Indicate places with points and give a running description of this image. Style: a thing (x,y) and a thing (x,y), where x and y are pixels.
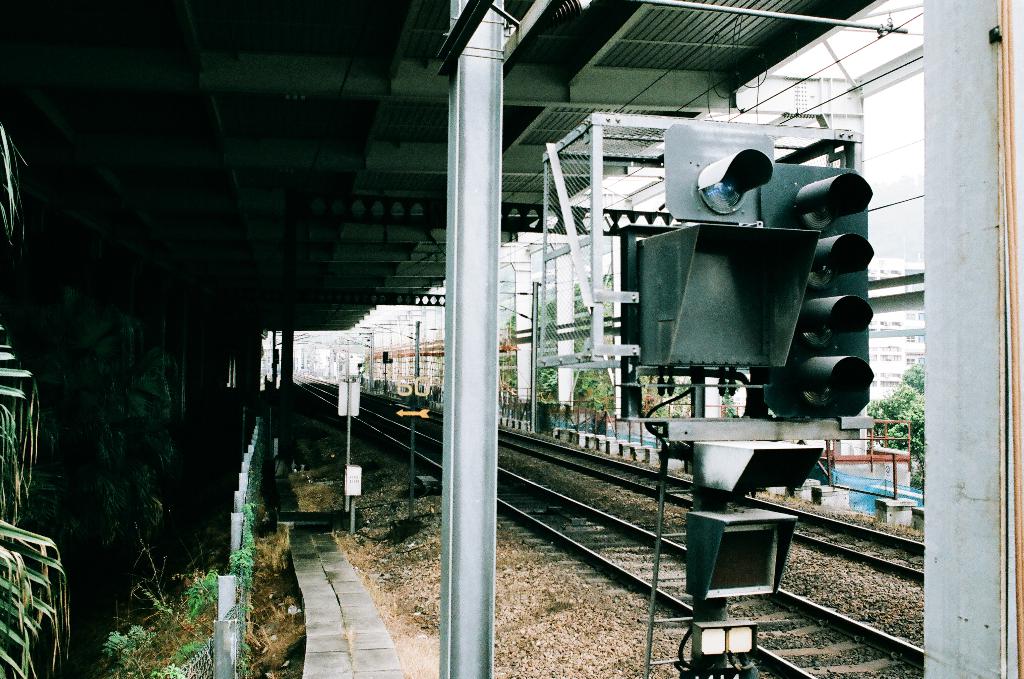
In this image we can see the track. We can also see some stones (523,613), the boards (353,480) to the poles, the traffic signal (717,509), some poles (720,509), the metal fence (553,301), some wires (661,428), plants (253,516) and a roof (417,292). We can also see some buildings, trees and the sky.
